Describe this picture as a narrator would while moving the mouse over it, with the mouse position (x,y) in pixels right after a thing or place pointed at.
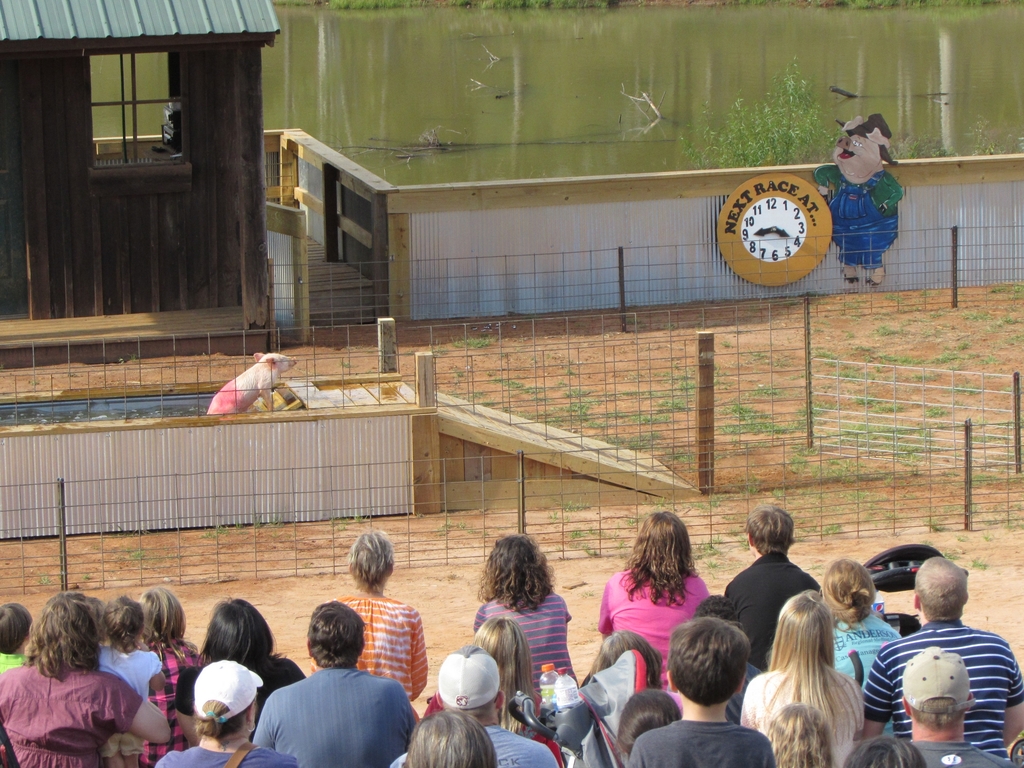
There is a crowd (438,694) at the bottom of this image (464,755). We can see a pig (227,388), fence (621,449) and a wall (310,439) in the background (466,364). There is a clock (823,246) on the right side of this image (814,195). We can see plants (793,134) behind this clock (802,192).
